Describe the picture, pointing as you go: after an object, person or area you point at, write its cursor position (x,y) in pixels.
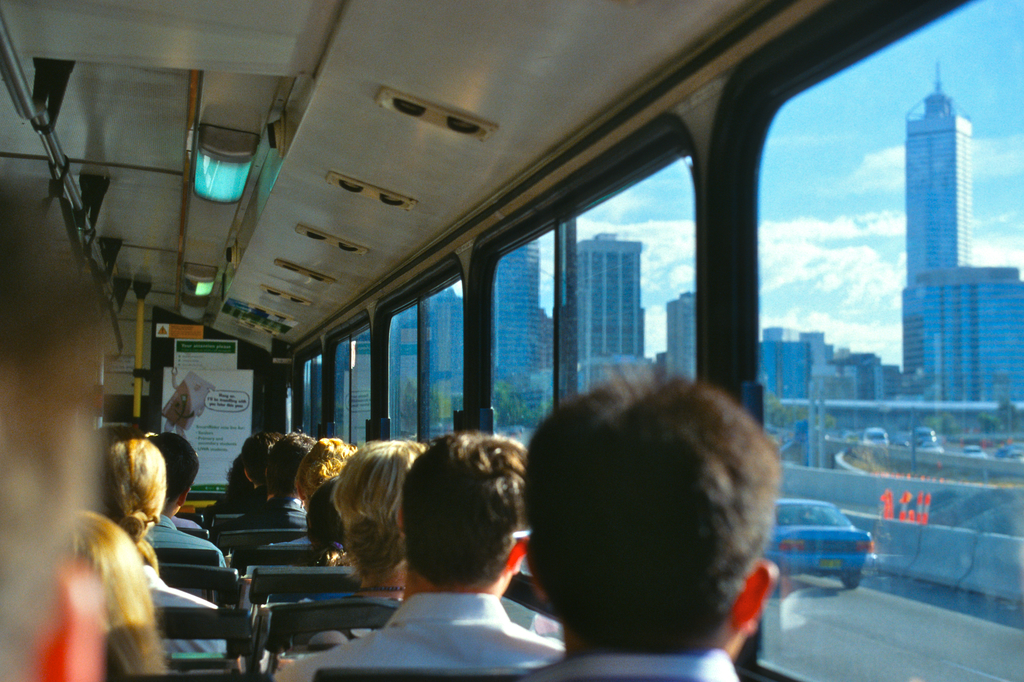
This is the picture of a vehicle (77,148) in which we can see some people (96,610) sitting on the seats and in the bus (240,214) there is a light (240,179), glass windows (947,375) from which we can see some buildings (1005,337), trees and some cars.
